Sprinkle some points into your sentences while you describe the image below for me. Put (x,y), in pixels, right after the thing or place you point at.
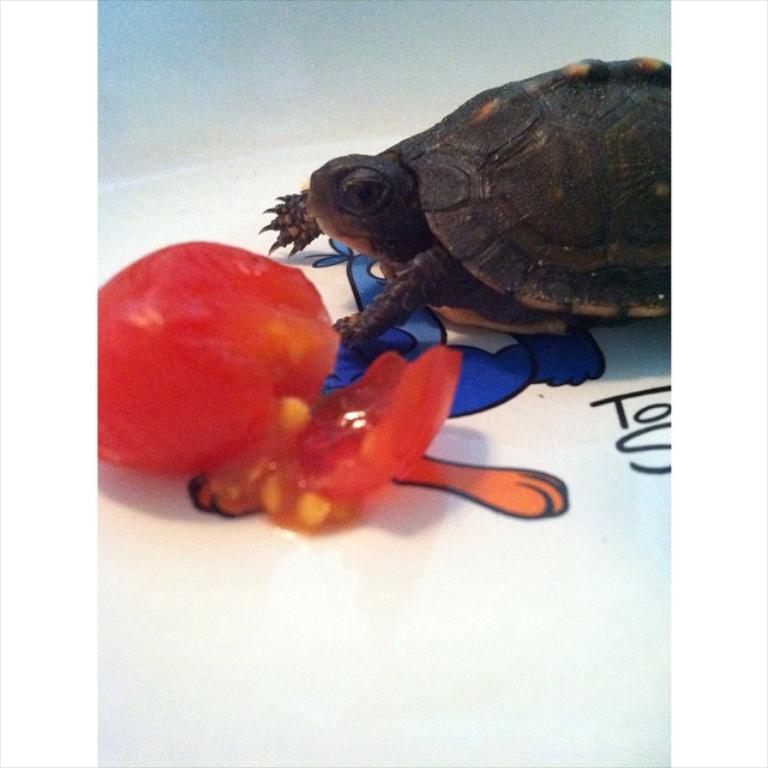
In this image we can see a tomato (266,307) and turtle (397,230) which are in the white color sheet (451,486) on which there is painting (513,476).
